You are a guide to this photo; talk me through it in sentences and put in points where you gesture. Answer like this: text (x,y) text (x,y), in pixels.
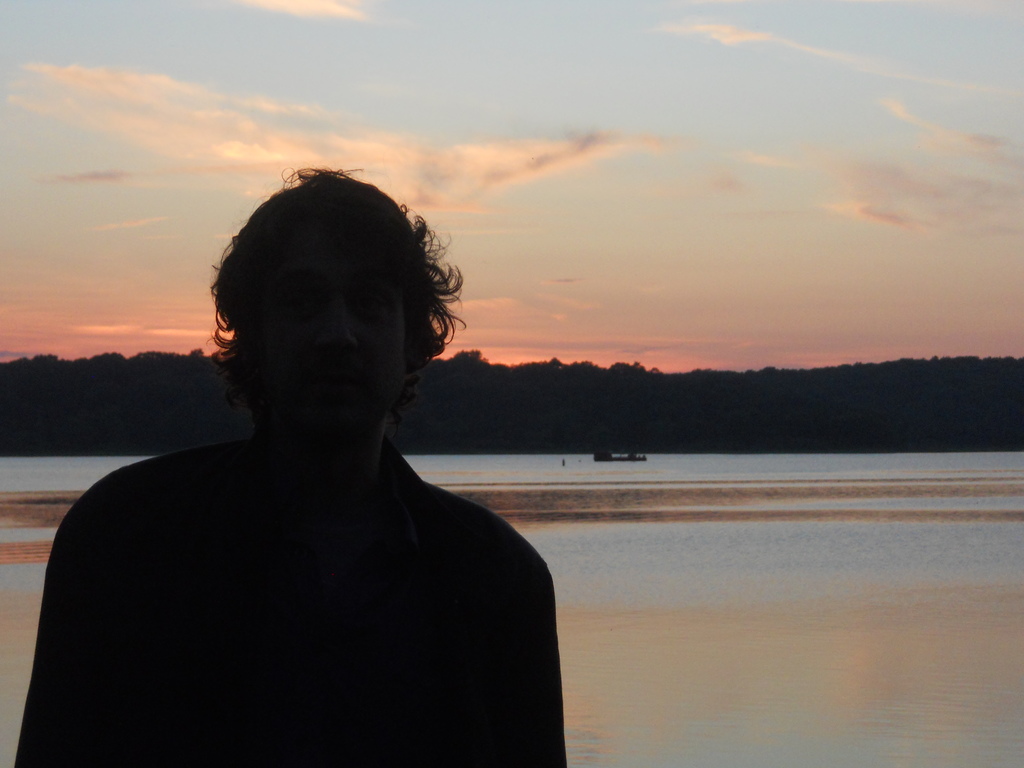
In this image there is a man (349,429) in the middle (349,429). In the background (654,504) there is water (611,492). Beside the water (558,480) there are trees (647,401). At the top (683,193) there is the sky (679,160).
